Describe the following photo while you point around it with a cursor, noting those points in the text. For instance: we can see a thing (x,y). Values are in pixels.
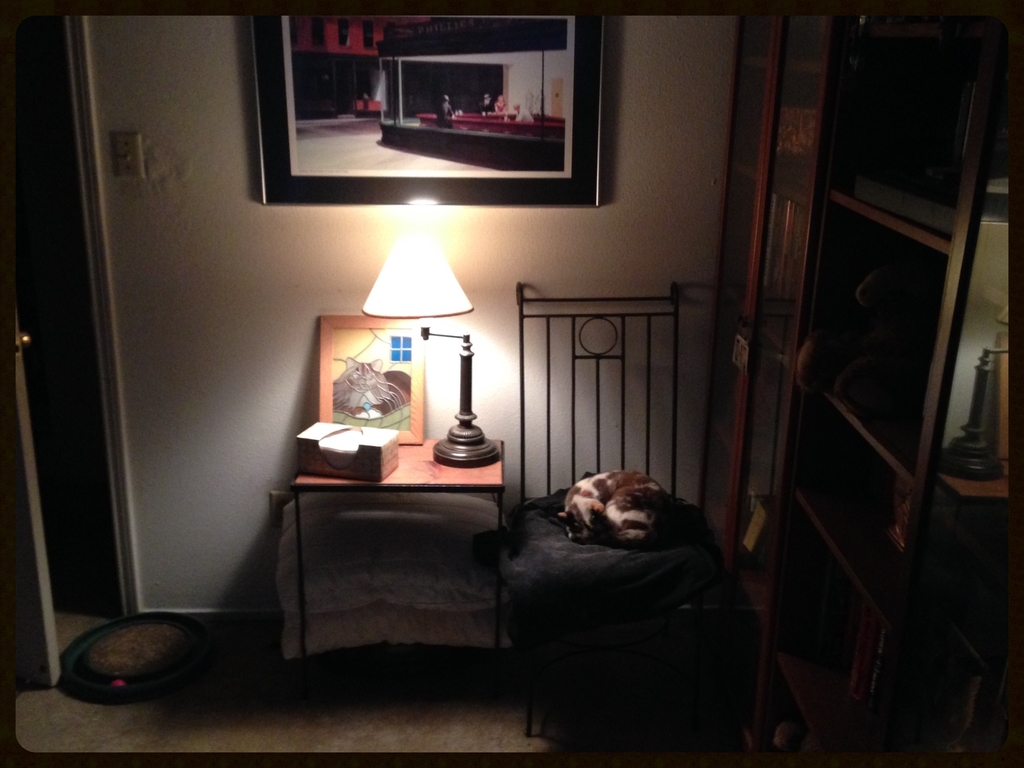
In this picture we can see a chair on which there is a cat (579,505) and beside it there is a desk (417,464) on which there is a lamp (443,442) and to the wall (429,409) there is a frame (465,169) and on the right side (834,302) there is a shelf (860,325) in which the things (862,339) are placed.
